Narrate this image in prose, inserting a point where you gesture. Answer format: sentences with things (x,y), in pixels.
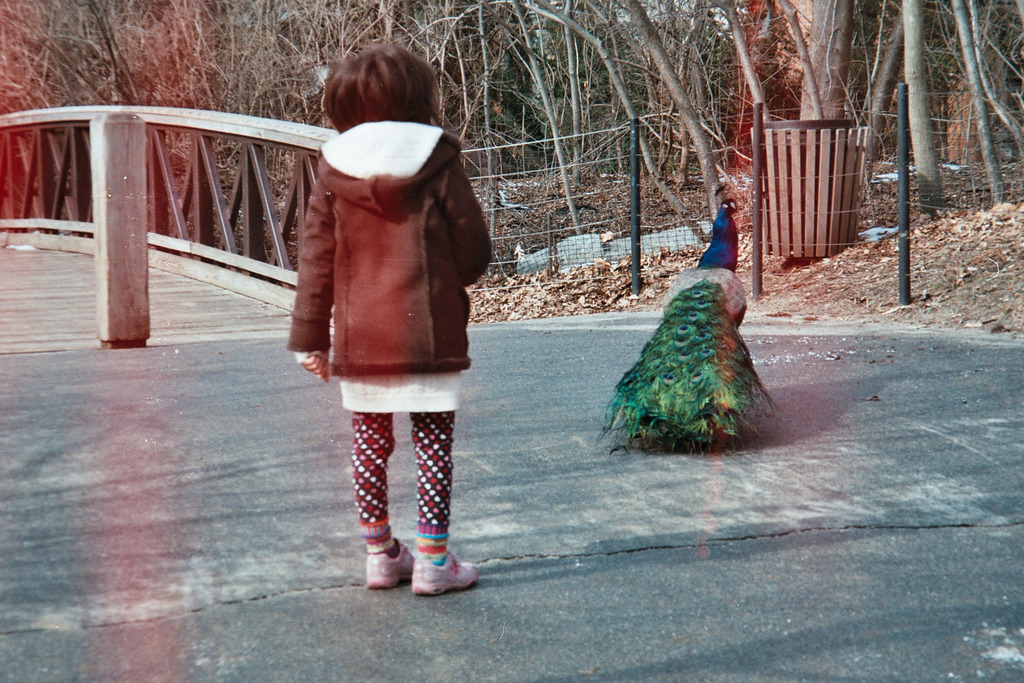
In the middle of the image (443,412) there is a person (419,412) and peacock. Behind them there is a fencing (56,145) and there are some trees (672,160).
